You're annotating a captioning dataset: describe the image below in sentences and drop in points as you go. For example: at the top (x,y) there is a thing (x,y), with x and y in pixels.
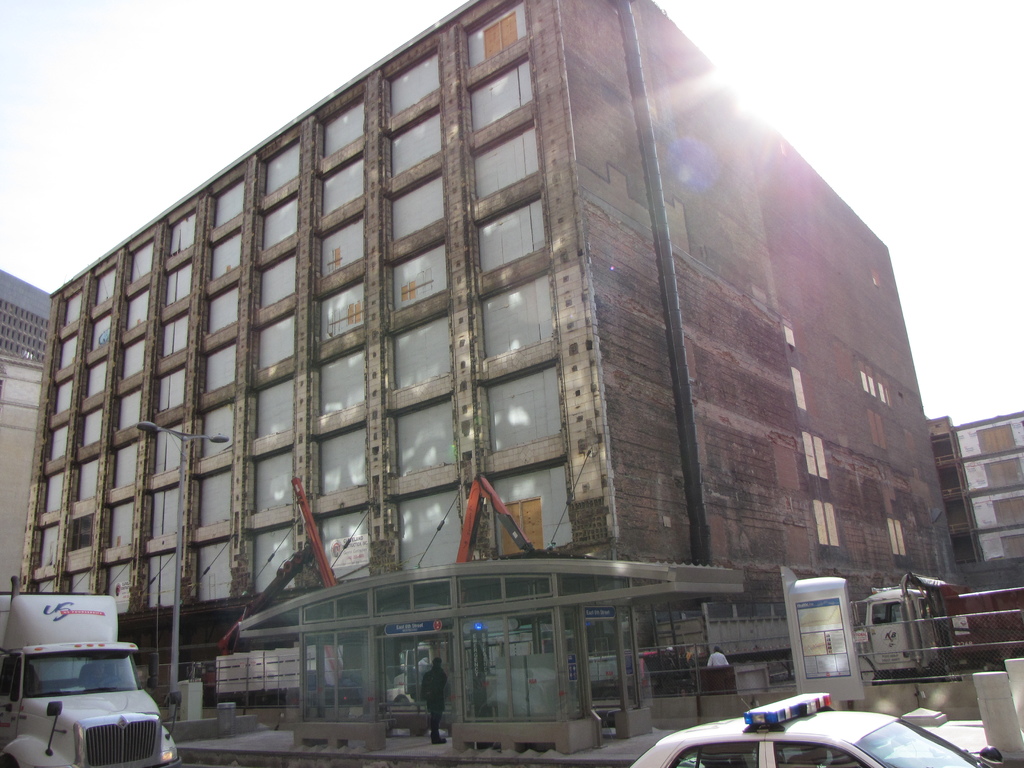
In this picture there is skyscraper (622,466) in the center of the image (630,265) and there are vehicles (997,617) at the bottom side of the image (979,609), there are other buildings (1022,553) on the right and left side of the image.
